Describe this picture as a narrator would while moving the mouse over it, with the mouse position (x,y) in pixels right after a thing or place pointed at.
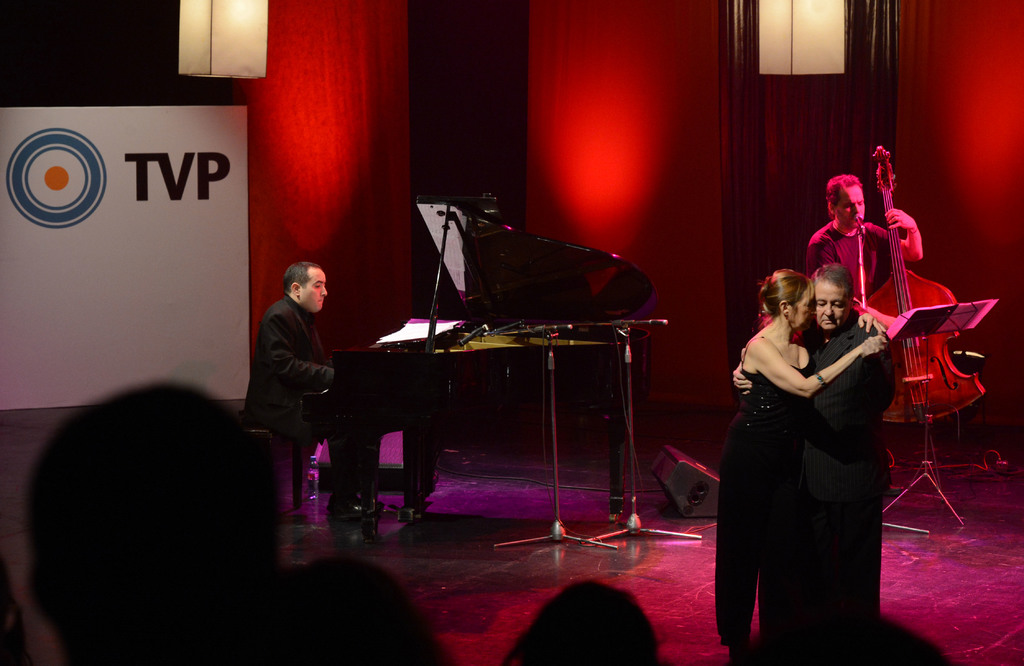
In the picture I can see a couple (860,443) standing on the stage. I can see a man (303,345) sitting on the wooden chair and he is playing the piano (345,391). There is another man (856,212) on the stage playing the double bass (899,288). I can see a white sheet board (69,196) with a logo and text (221,158) on it on the left side (88,152).
